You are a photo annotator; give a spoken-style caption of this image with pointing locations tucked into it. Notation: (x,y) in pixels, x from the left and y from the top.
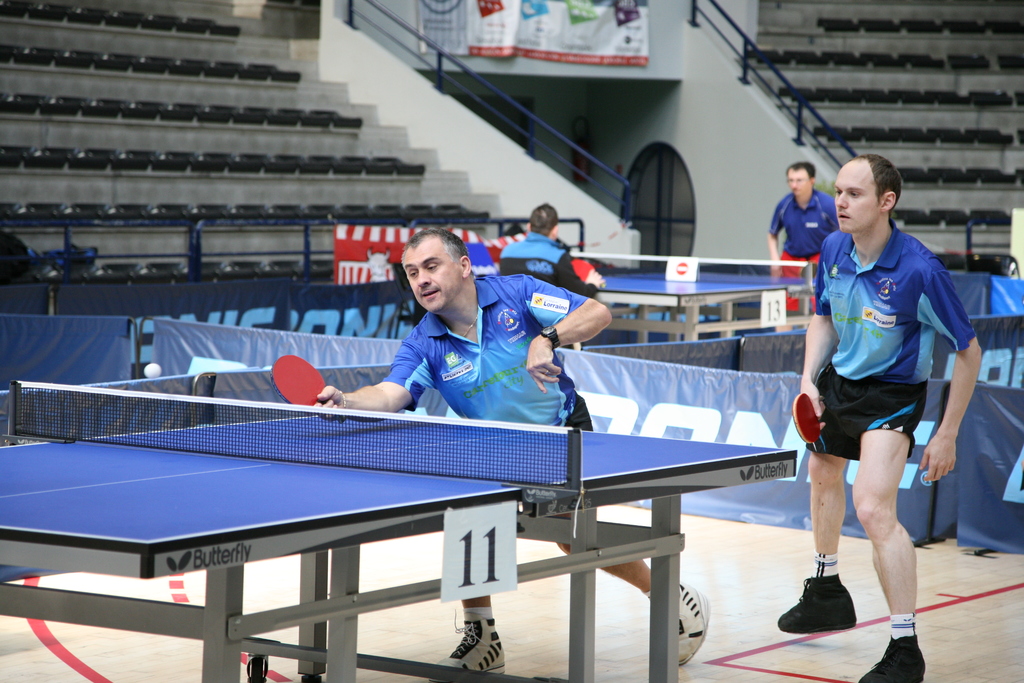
This picture might taken inside a playground (809,649). In this image, on the right side (852,351), we can see a man (880,223) blue color shirt (909,260) standing and holding a bat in his hand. In the middle of the image (533,355), we can see a man (533,317) wearing blue color shirt (504,328) and holding a bat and the man (457,376) is also standing in front of the table (313,522). On that table (341,530), we can see a net fence (479,478). In the background (187,352), we can see hoardings (731,429), two people (808,255) are standing in front of the table (757,325), staircase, glass window (681,178).
